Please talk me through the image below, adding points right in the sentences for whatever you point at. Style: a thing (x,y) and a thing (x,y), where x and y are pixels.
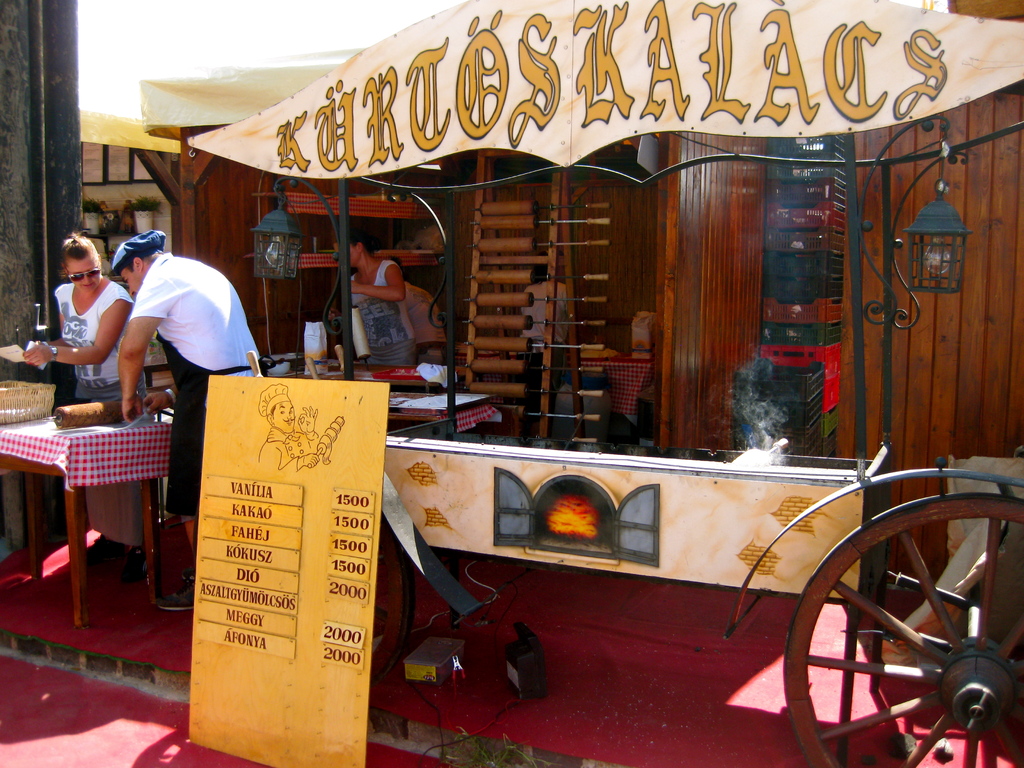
In this picture i could see a stall (572,516) with some smoke (762,441) and a menu board (259,621) to the left (183,397) there are two persons (133,376) standing and preparing food (72,410) in the background (415,276) there is a wooden wall (590,213) and a room (321,248) in which a person (395,296) is working. On the floor (585,702) there is a red carpet (617,688).
